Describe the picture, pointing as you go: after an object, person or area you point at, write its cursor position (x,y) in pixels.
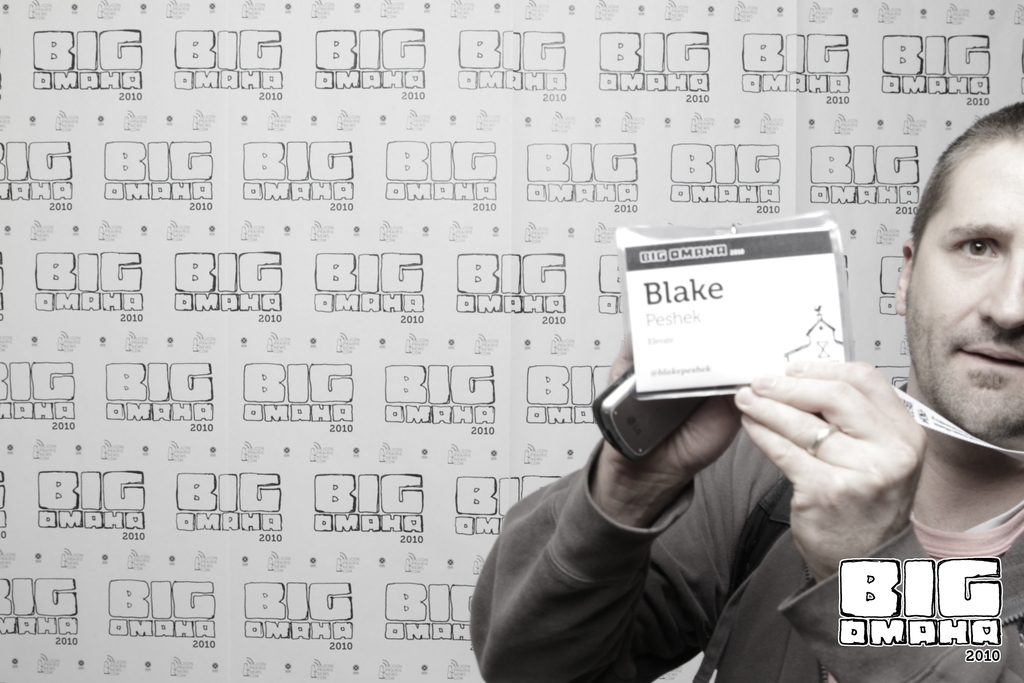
In this Image I can see the person (747,624) holding the mobile (607,432) and identification card (736,350). In the background (231,259) there is a banner (257,359) and something is written on it.
